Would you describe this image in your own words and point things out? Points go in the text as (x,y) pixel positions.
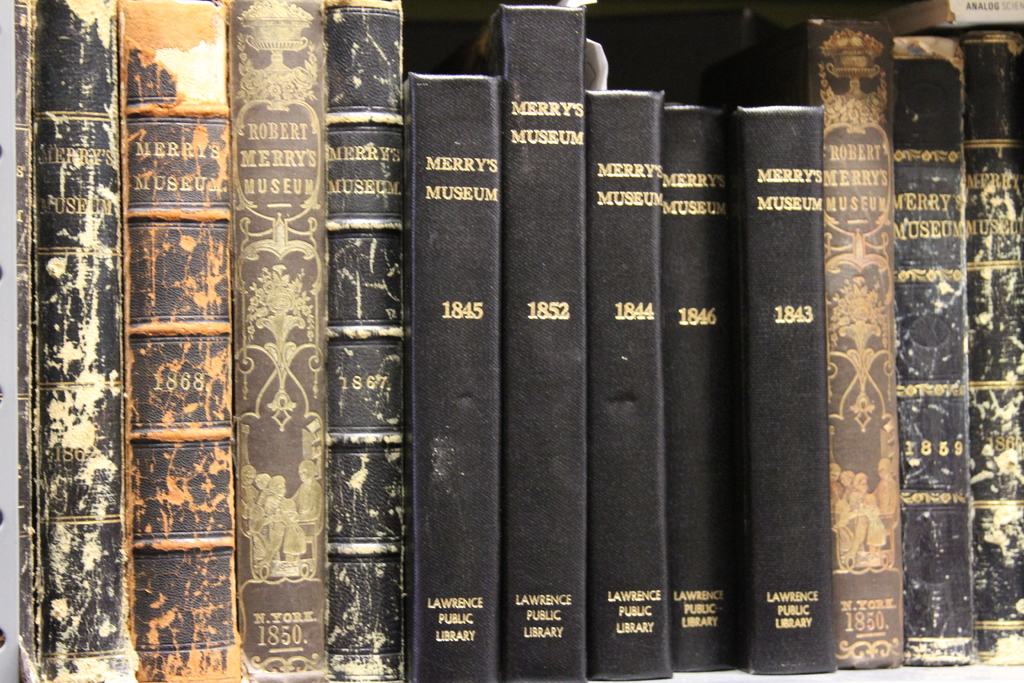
In this picture we can see many black and brown book spines (359,294) in a bookshelf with some text (481,169) printed on them.
